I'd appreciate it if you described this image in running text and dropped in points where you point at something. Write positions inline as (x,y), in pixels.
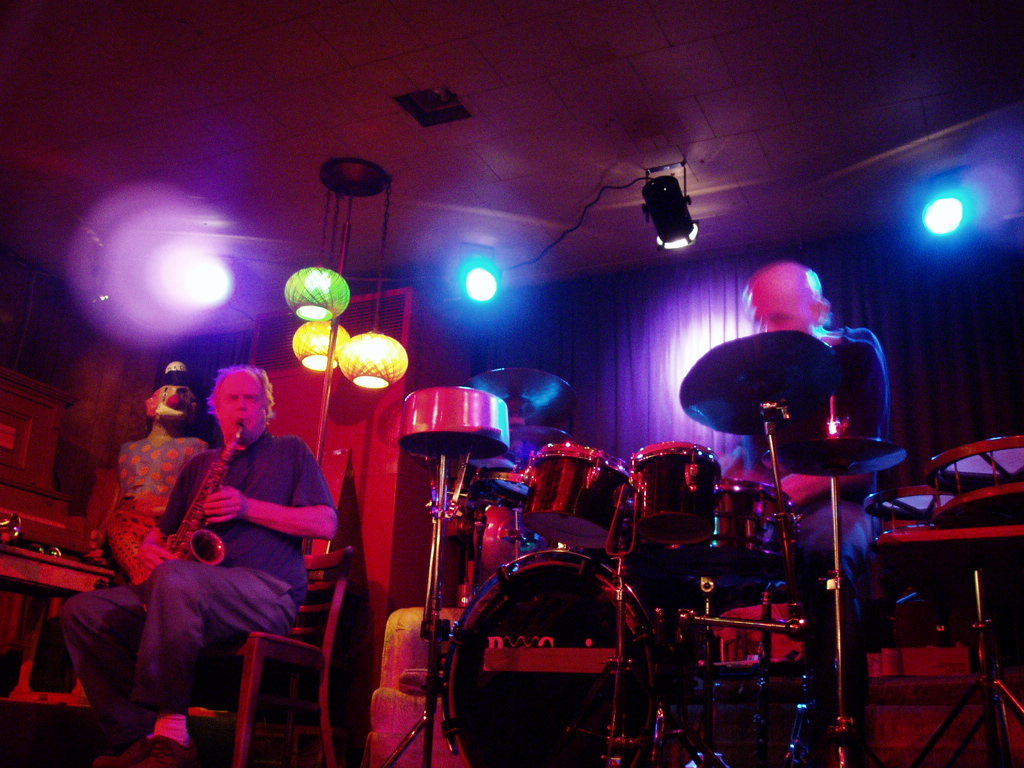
In this picture we can see some people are playing musical instruments (591,636), we can see some lights (403,354) to the roof (25,185).
